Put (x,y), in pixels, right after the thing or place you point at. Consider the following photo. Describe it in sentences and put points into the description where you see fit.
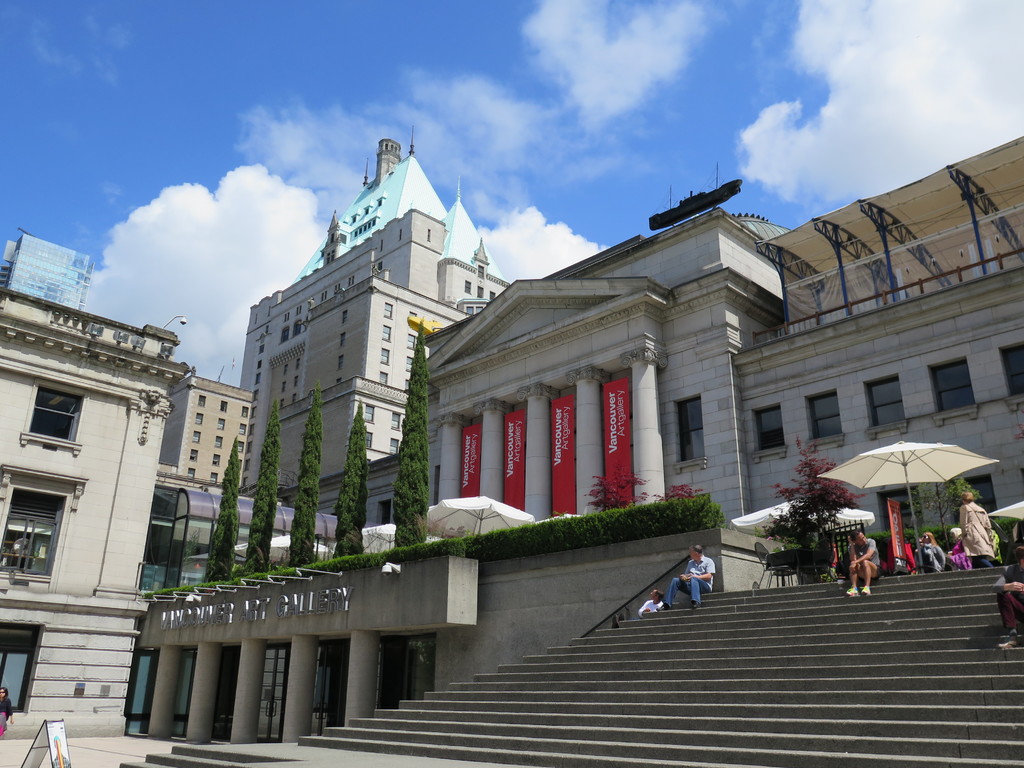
In this picture we can see group of people (869,566), few (863,553) are seated on the steps (888,615) and few (984,520) are standing, in the background (647,451) we can see few buildings (637,453), trees (405,487), hoardings (510,490) and umbrellas (903,468), and also we can see clouds (509,246).
